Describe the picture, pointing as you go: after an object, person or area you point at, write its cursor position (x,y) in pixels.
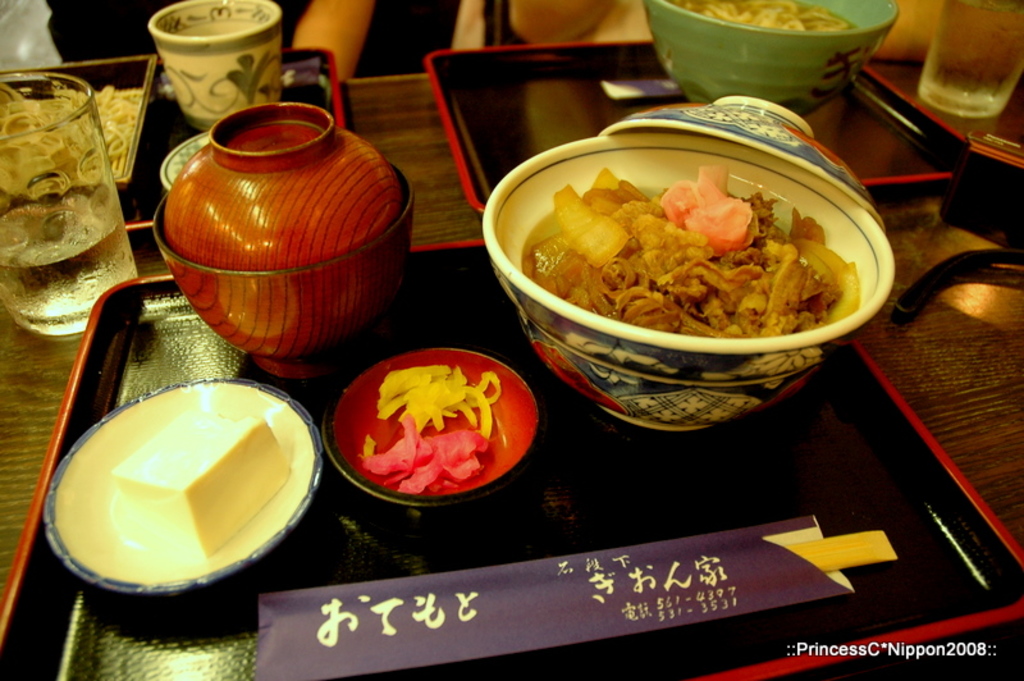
At the bottom of the image (275,528) there is a table (1006,108) and we can see bowls (754,71), saucers (491,409), trays (330,463), cups (213,113), glasses (29,201), pot (258,226), tofu (271,433) and some food (745,297) placed on the table (869,328).
